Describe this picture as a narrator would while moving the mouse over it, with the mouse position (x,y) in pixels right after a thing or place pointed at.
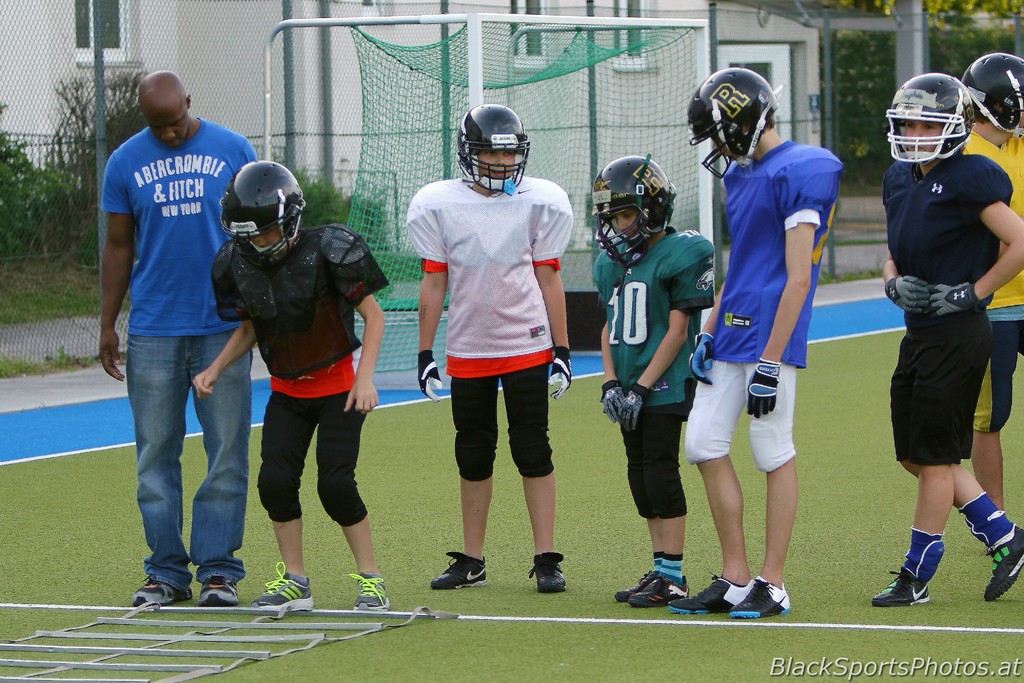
In this image in the foreground (631,224) there are few people (950,263) wearing helmets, in the bottom right (772,668) there is a text (1008,672), in the background (333,106) there is a fence (18,123), building (785,80), plants (10,204), visible, there are some plants (39,205) visible on the left side (17,215).
